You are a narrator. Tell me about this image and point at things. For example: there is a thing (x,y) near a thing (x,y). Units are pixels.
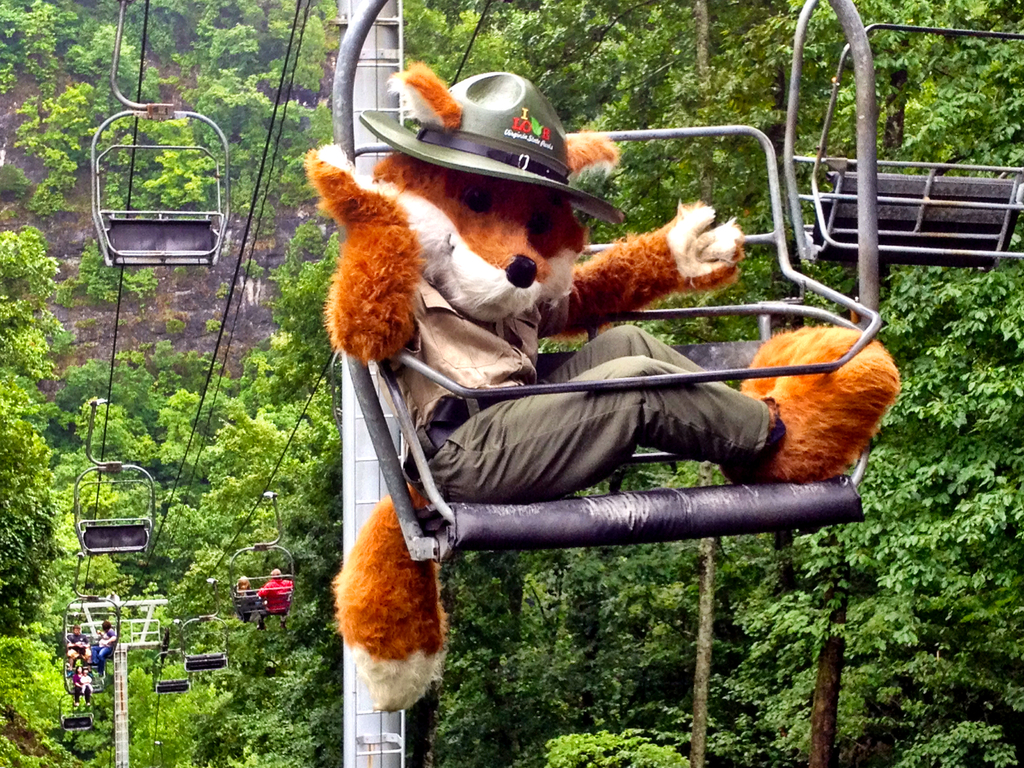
In this image, I can see a person (450,396) with a fancy dress (630,415). There are few people (91,677) sitting on the ropeway (552,507). This looks like a pole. I can see the trees (253,485) with branches (665,35) and leaves (672,745). In the background (126,332), I think this is a mountain (256,224).
